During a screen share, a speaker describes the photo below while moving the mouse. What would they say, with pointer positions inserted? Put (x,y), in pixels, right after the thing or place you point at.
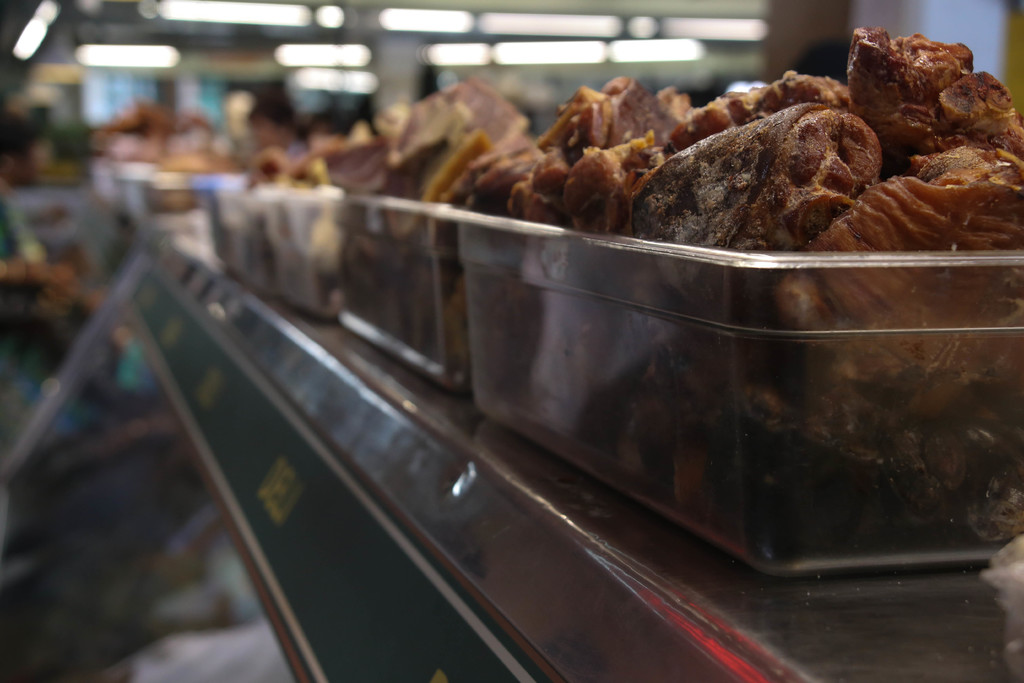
In this image we can see some snacks (658,180) in a container (636,328) kept on the table (447,410). On the backside (623,31) we can see some ceiling lights (98,50).
